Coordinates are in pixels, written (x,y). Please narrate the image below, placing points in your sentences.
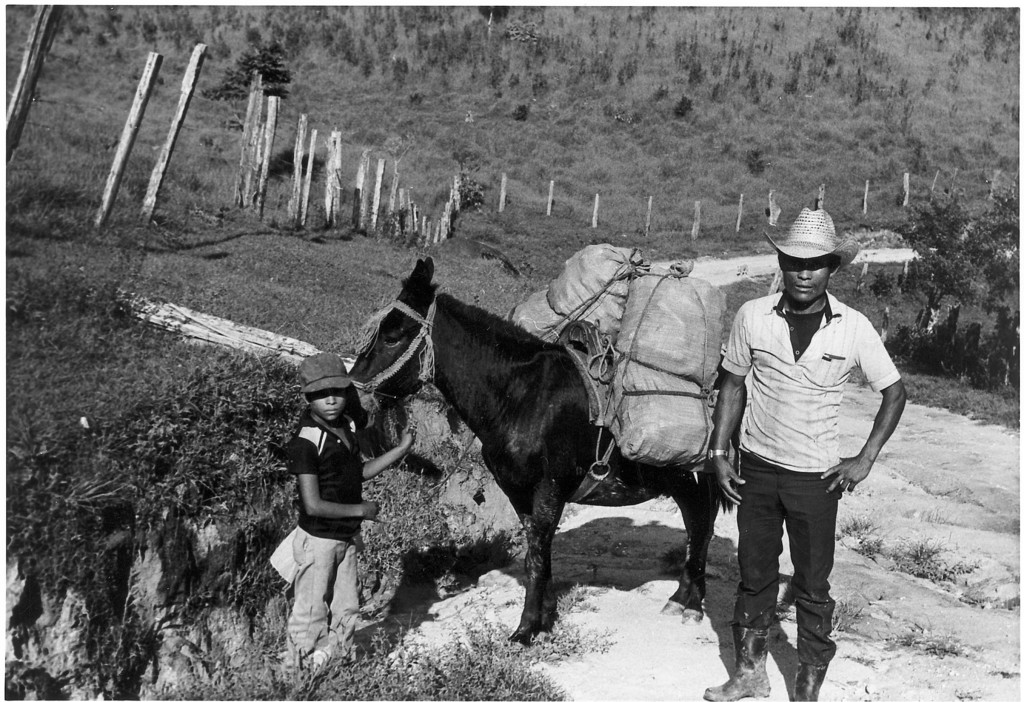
In this picture I can see a person (754,375) standing on the right side (796,438). I can see a boy (323,431) standing on the left side (313,460). I can see the animal (540,368). I can see trees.
